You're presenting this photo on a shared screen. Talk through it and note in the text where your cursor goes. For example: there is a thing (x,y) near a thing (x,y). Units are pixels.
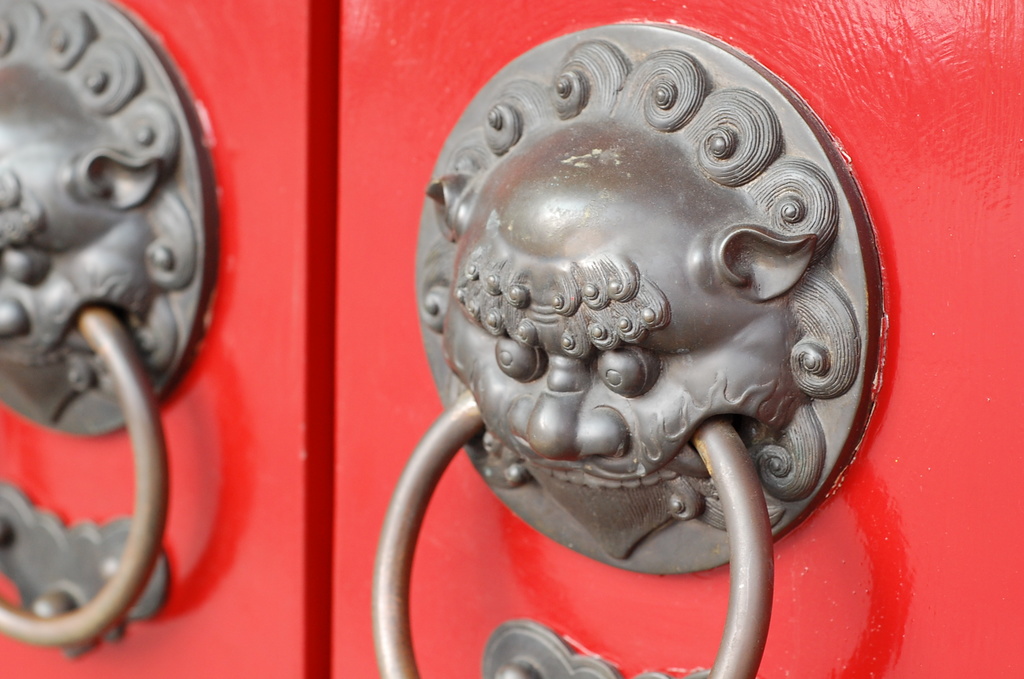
In this image I can see two metal knobs (136,293) are attached to a red color object (409,106) which is looking like a door (257,324).
